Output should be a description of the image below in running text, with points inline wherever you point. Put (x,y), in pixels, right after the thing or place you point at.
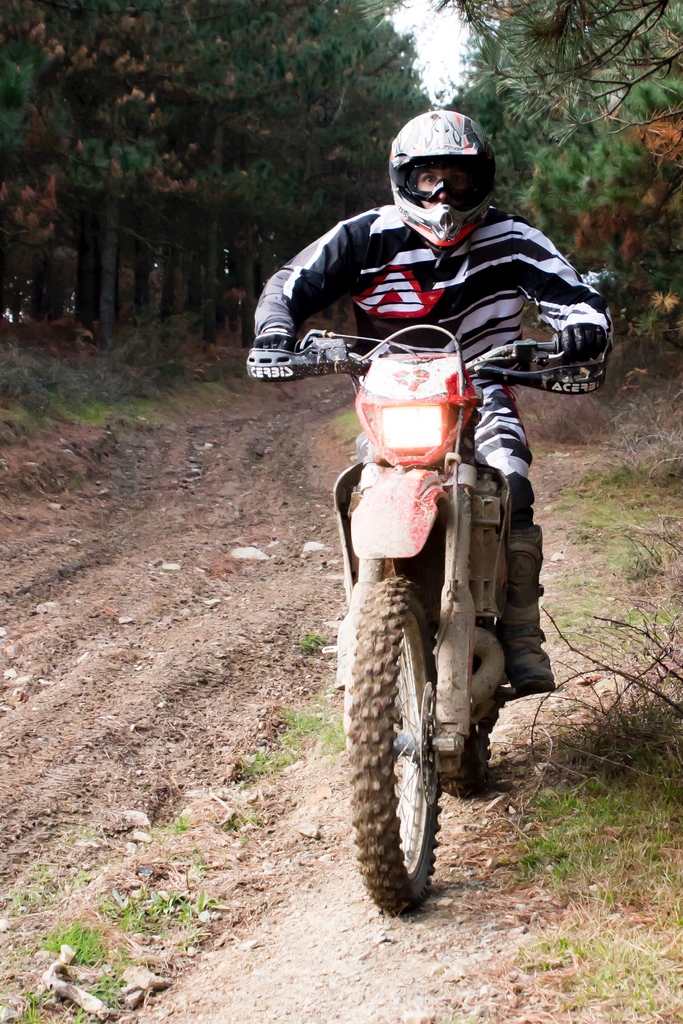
At the center of the image (358,369) there is a person (419,263) riding a bike (425,602) on a road (270,902). On the right (585,128) and left side of the road (186,876) there are some trees (481,119).
